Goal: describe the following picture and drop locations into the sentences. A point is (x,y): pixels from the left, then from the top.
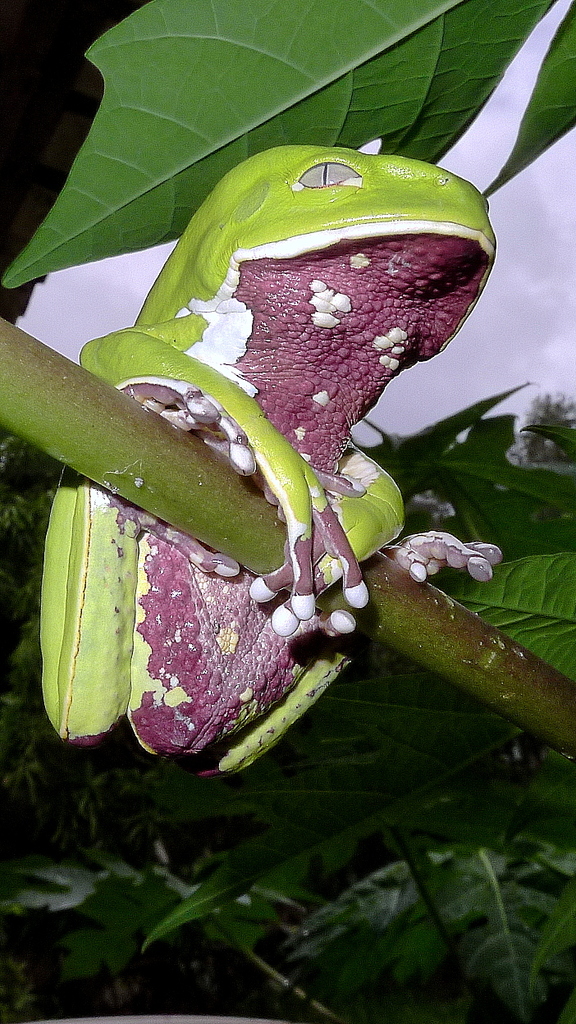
In this image there is a frog (322,372) on the tree stem (278,539). At the top (282,57) there are green leaves (433,111).
